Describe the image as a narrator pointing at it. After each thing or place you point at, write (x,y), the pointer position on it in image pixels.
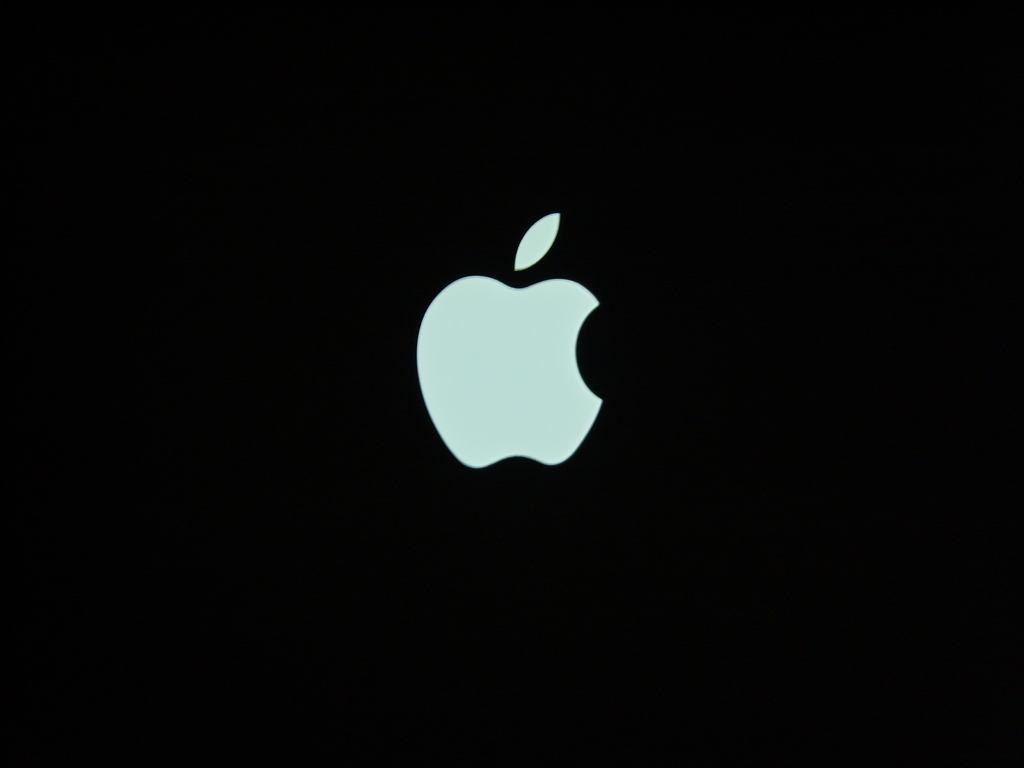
In the center of the image (519,410), we can see an apple logo (532,338) and the background (449,539) is dark.
